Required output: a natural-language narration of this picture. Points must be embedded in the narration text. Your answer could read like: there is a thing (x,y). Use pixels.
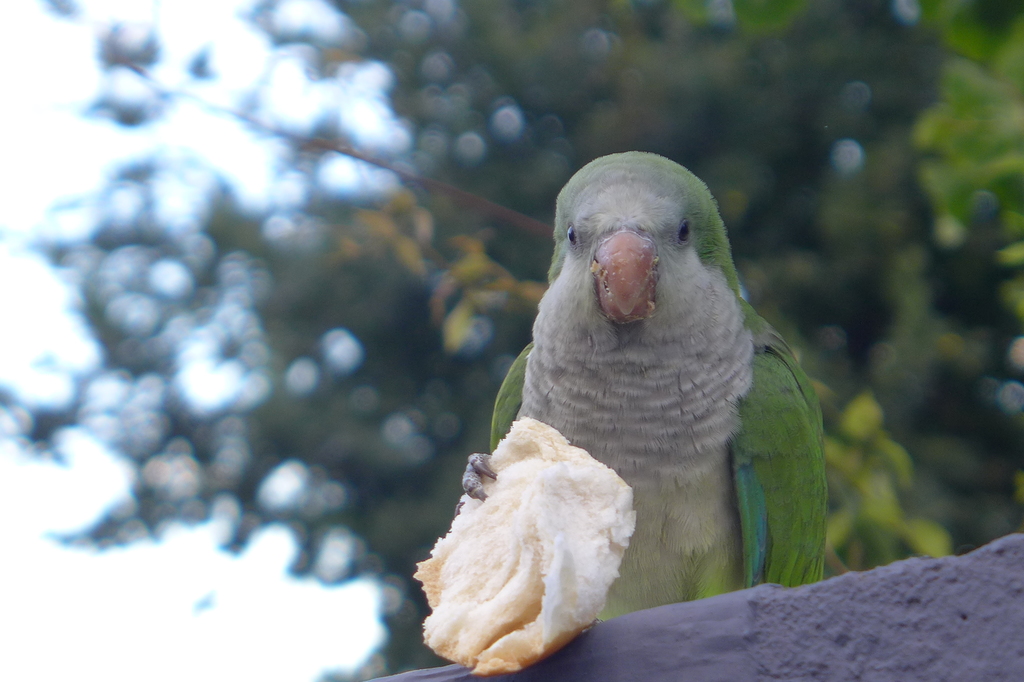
In the picture I can see a parrot (647,458) is holding some food item (596,608). In the background (346,348) I can see trees (375,187). The background of the image (394,377) is blurred.
